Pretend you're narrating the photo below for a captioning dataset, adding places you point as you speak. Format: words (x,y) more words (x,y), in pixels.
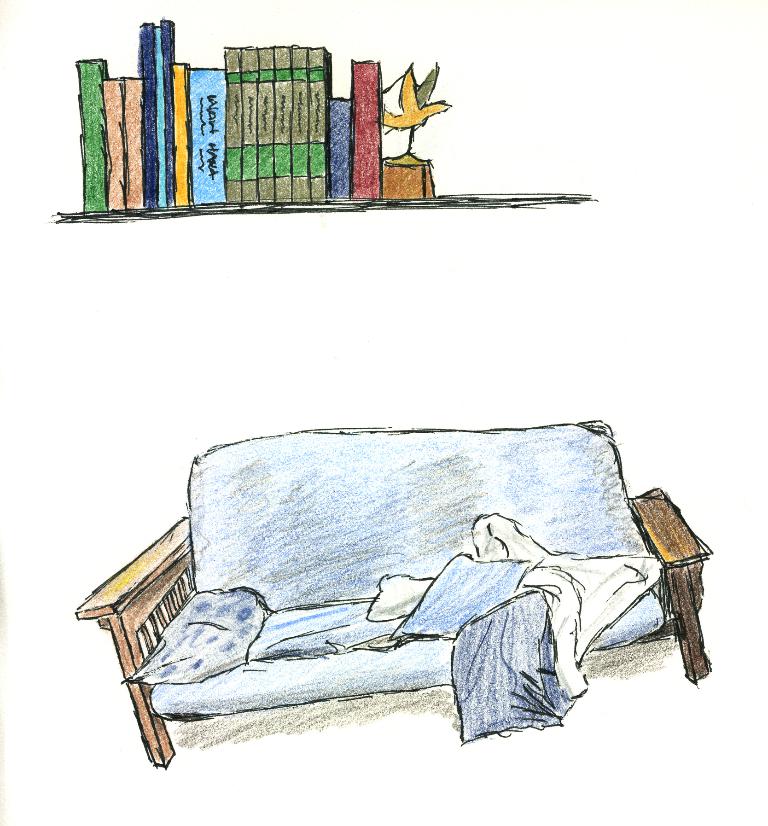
This is a painted picture where there is a couch (252,580) on the bottom (302,685) and a bookshelf (297,184) on the top (477,198).
